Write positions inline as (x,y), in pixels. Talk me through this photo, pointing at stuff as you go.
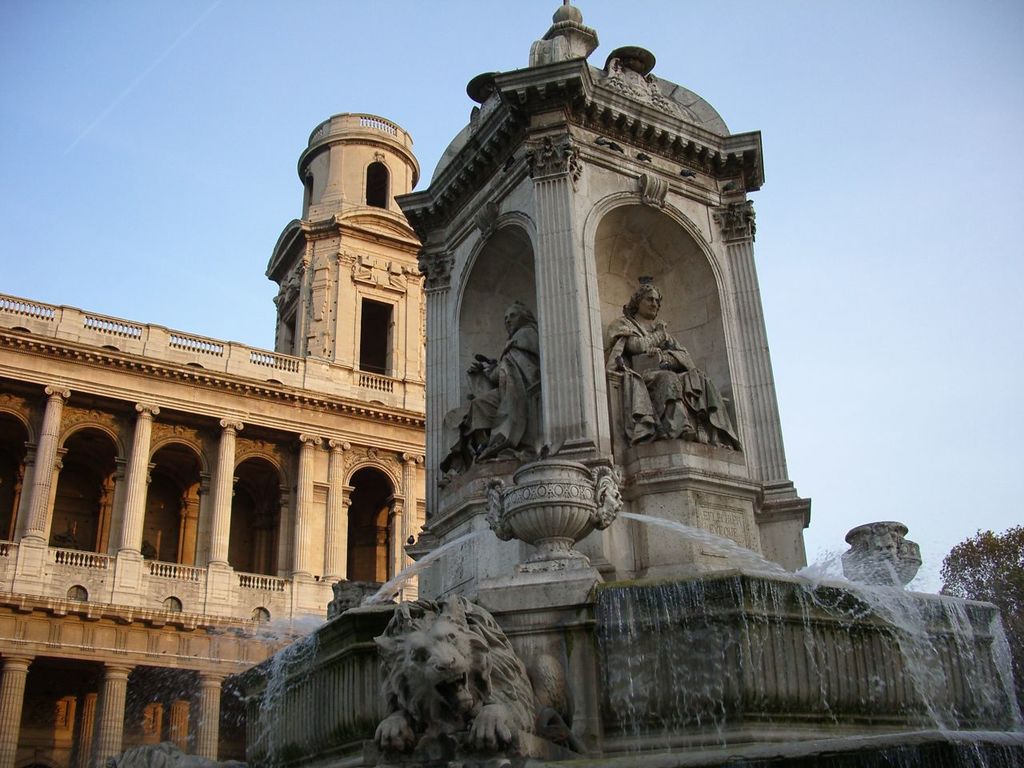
In the image there are fountains (491,599) with walls (424,590), sculptures (402,640) and pillars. And also there are arches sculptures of persons (460,418). Behind them there is a building (421,326) with walls (376,392), pillars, arches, railings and rooms (376,359). At the top of the image (171,38) there is sky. In the bottom right corner of the image (1012,555) there are trees (1004,569).
